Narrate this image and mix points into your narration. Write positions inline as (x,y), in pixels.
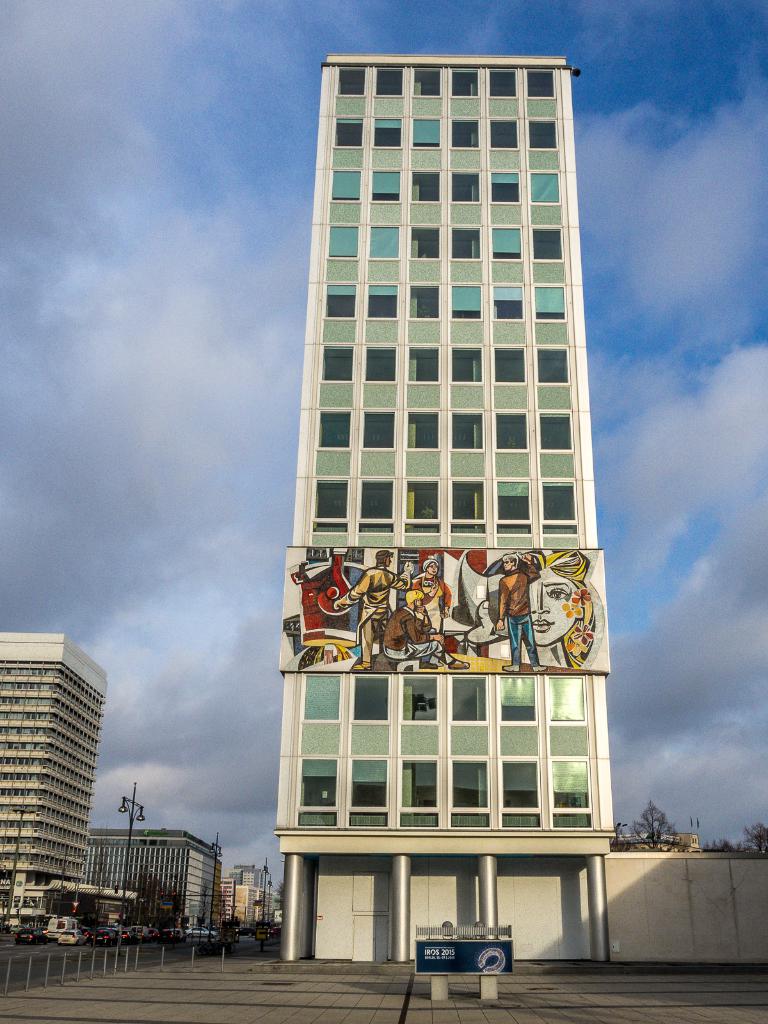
In this image I can see a road (142,961) on the left side (183,948) and on it I can see number of vehicle (213,946). On the both side of the road (51,952) I can see few poles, few street lights (135,787) and few buildings (426,736). In the front (431,962) I can see a blue colour board (454,949) and on it I can see something is written. I can also see few trees (765,842) on the right side (648,821) and in the background (713,139) I can see clouds (2,517) and the sky (614,123).
